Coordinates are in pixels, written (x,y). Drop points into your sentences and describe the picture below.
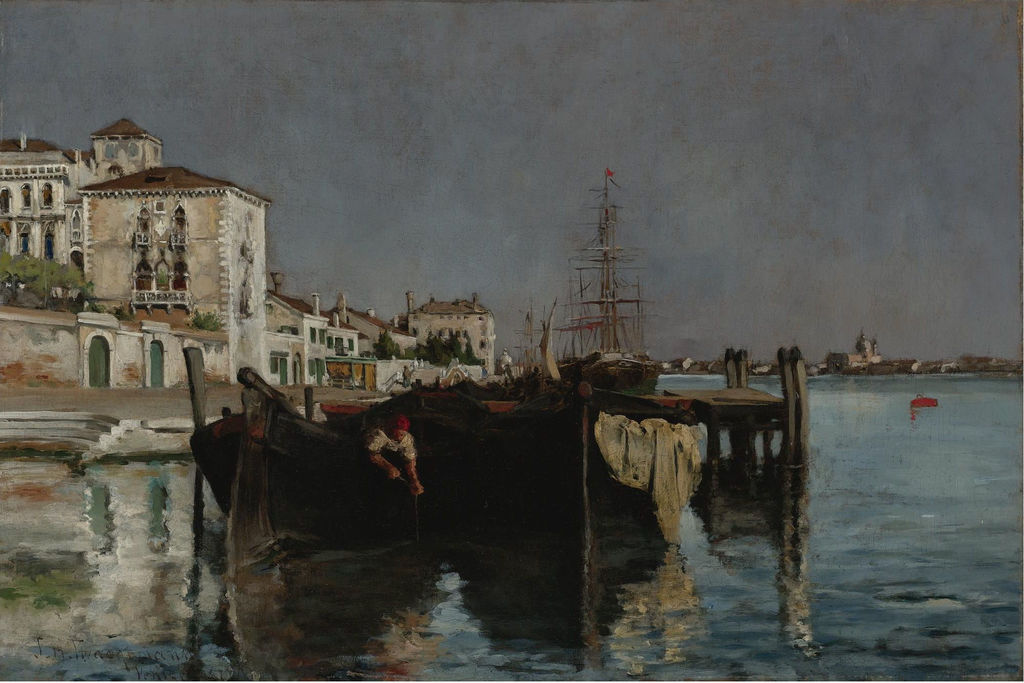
This picture is consists of view of Venice in the image, which includes houses (297,381), trees (51,294), and water (925,441) in the image.
